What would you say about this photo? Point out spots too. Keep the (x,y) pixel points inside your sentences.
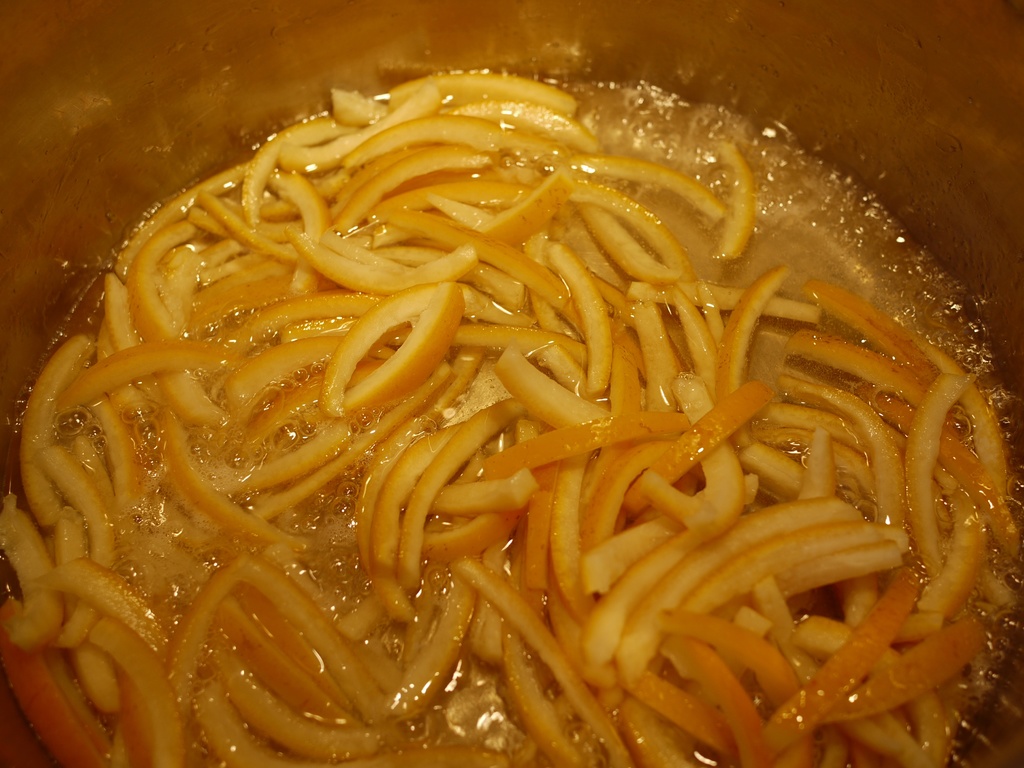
There is food item (547,347) in the container (864,140).
